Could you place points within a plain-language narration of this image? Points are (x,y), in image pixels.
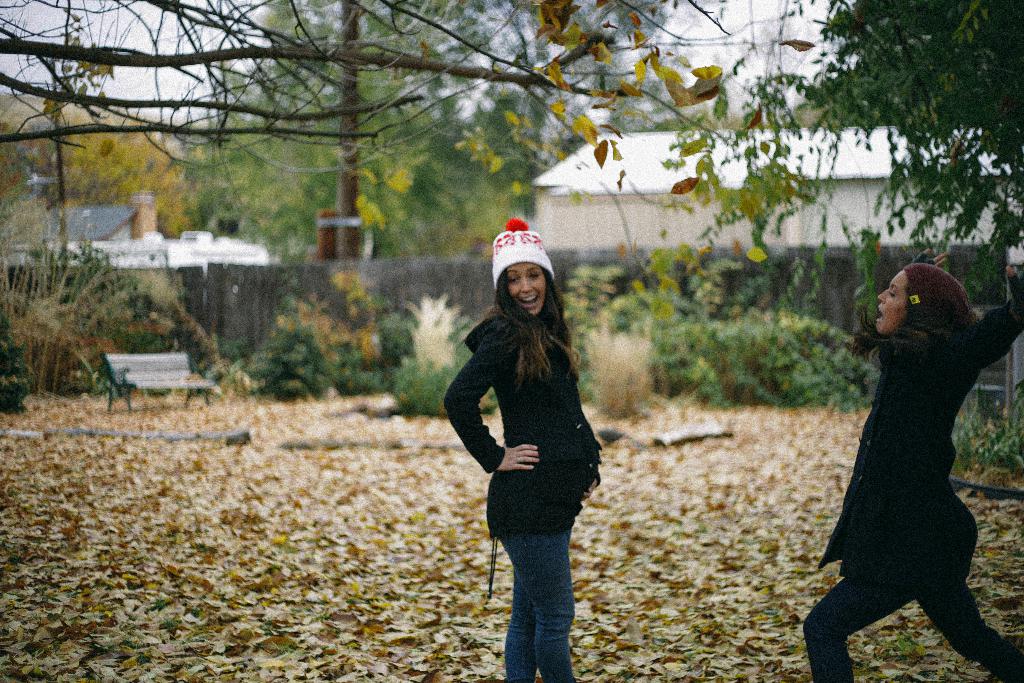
In the foreground of the image (888,477) there are two ladies (514,570) wearing jacket (877,524). At the bottom of the image (355,603) there are leaves (680,589). In the background of the image (706,226) there are houses (720,171), trees (465,186), bench (164,384) and fencing (312,277).
